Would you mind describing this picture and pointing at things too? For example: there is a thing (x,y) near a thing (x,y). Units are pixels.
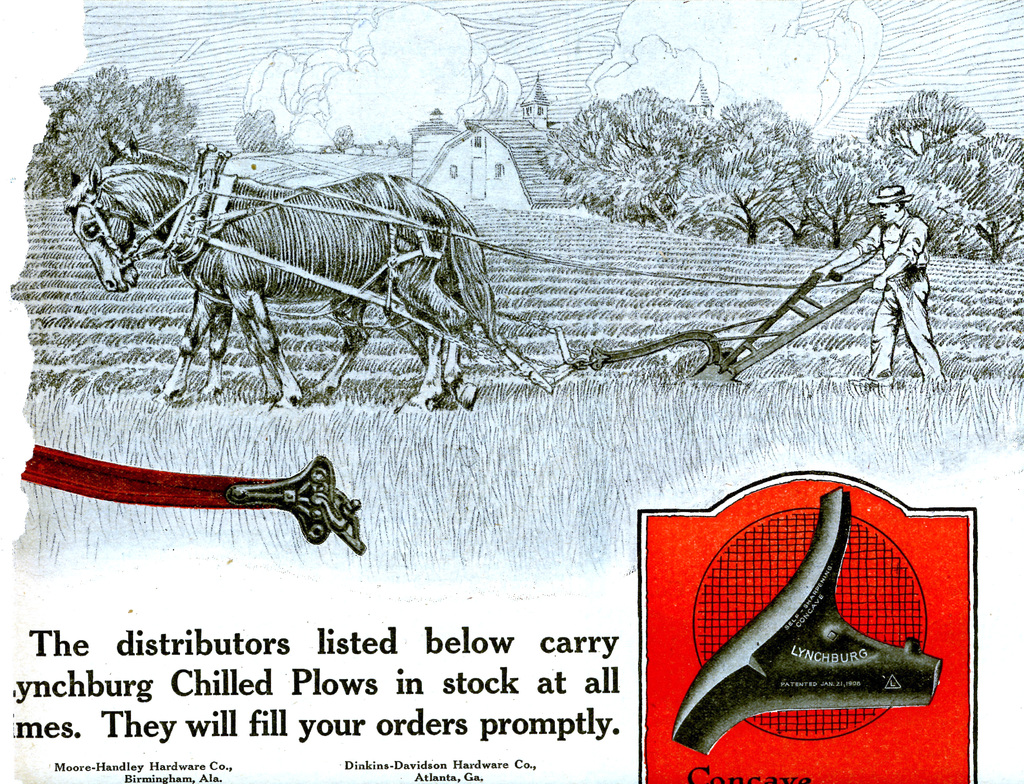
In this picture, it looks like a paper (113,548) and on the paper (218,416) there is the drawing (263,283) of the horse (281,277), a person (880,209), grass (605,279), a house (485,146) and trees (576,174). On the paper (534,418) it is written something and there is a logo (780,608).
